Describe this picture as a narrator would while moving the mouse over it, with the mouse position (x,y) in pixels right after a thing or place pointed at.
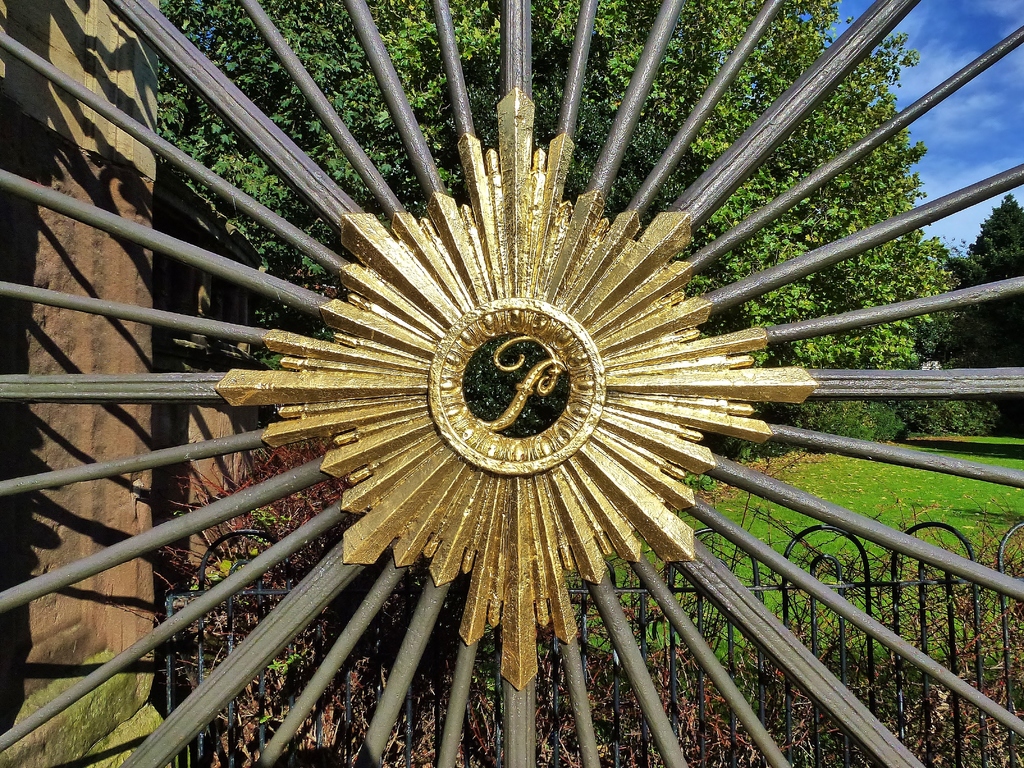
In this image I can see some metal rods (726,193), fence (698,668), grass (832,577), building wall (187,465), trees (750,311) and the sky (936,145). This image is taken may be in a park (855,566).
